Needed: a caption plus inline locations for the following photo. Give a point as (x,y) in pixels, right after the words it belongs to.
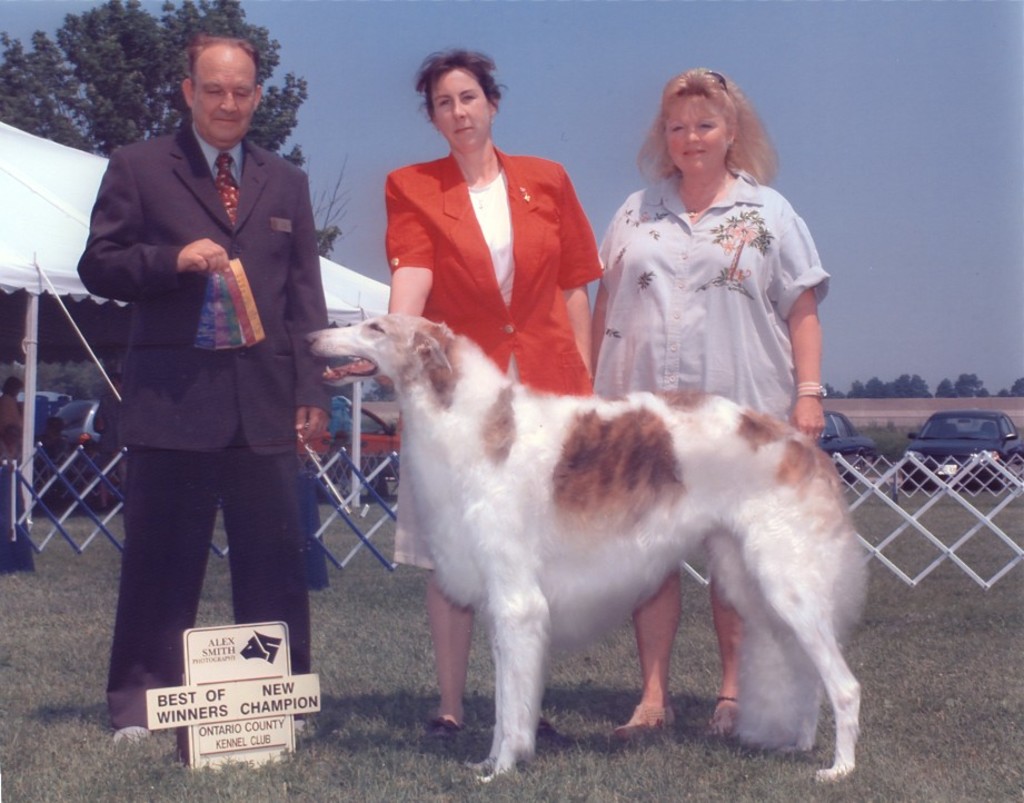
There are three people (258,287) standing. This is a dog (592,536). I can see a board (269,696), which is on the grass (301,775). I think these are the fences (908,515). This looks like a tent (48,205). I can see a tree (93,46). In the background (839,422), I think these are the cars (944,420), which are parked. Here is the sky (481,33).
